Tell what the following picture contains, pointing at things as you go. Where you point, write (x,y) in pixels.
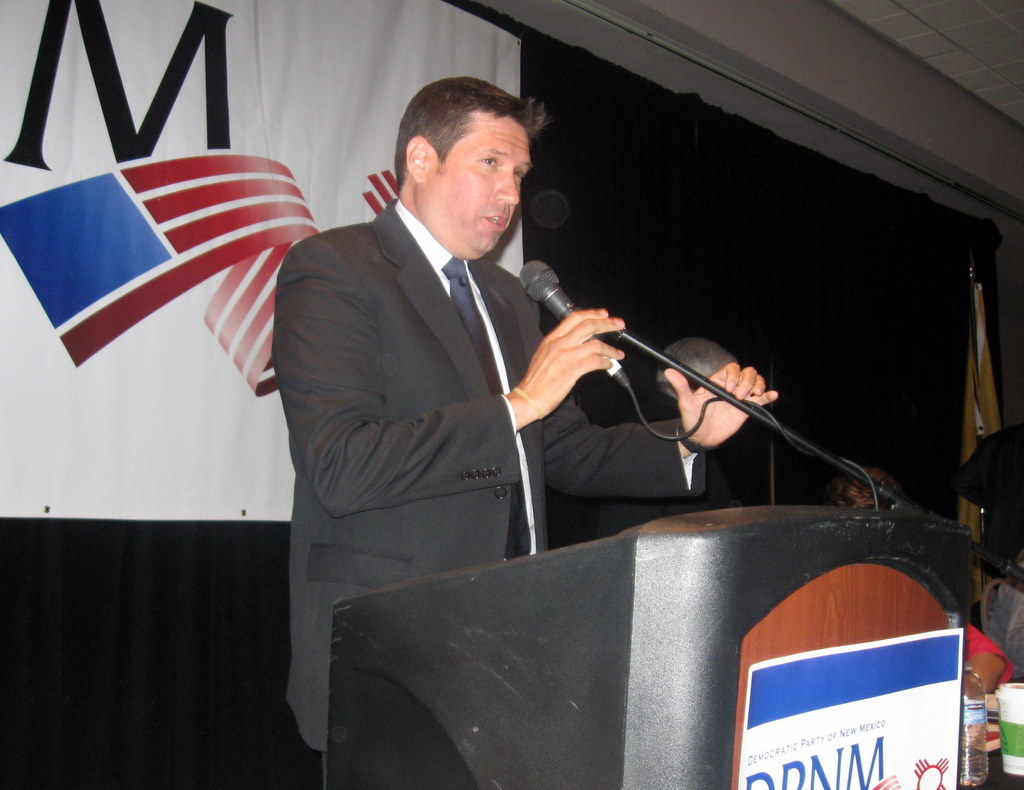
In this picture there is a man (437,89) speaking holding a microphone (539,273) in his right hand (541,386) and there are another person (730,491) sitting beside him.
